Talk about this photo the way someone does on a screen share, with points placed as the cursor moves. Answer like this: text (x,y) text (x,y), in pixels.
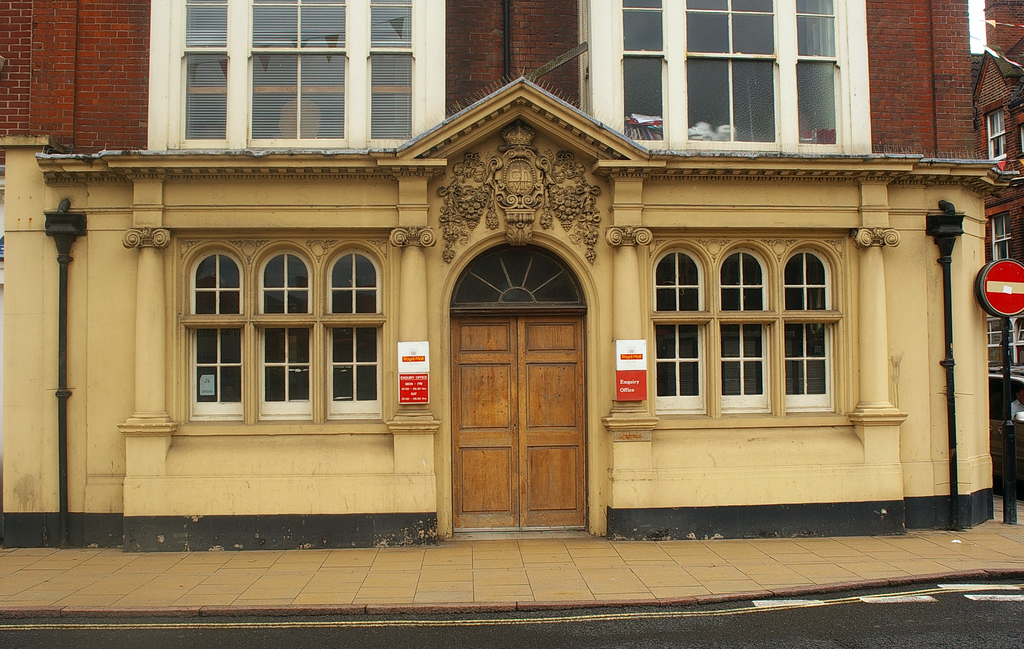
In this image we can see a building (411,317), windows (389,100), doors (522,327), pipes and boards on the wall (308,249). On the right side (1019,196) we can see buildings (1003,213), windows (1003,213), pole (1011,521) and a sky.
